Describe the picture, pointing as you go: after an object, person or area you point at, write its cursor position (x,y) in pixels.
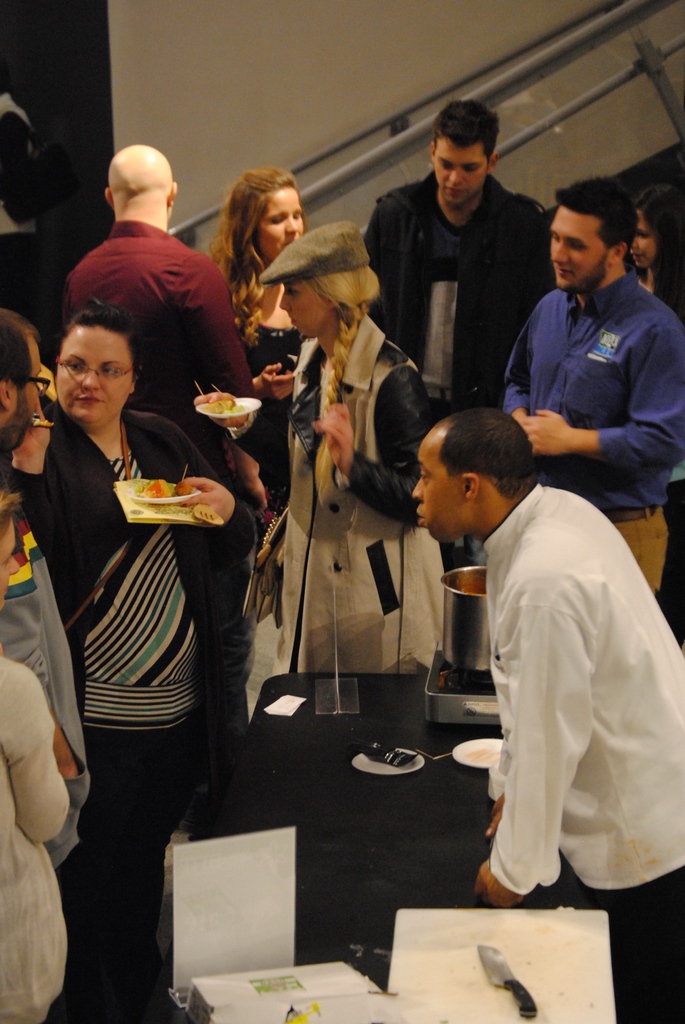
In the image we can see there are people (288,427) around, they are standing, wearing clothes (354,535) and some of them are wearing spectacles (28,378). Here we can see the container (468,611), knife (496,958), chopping board (441,938) and other things (244,905). Here we can see the wall (216,86).
